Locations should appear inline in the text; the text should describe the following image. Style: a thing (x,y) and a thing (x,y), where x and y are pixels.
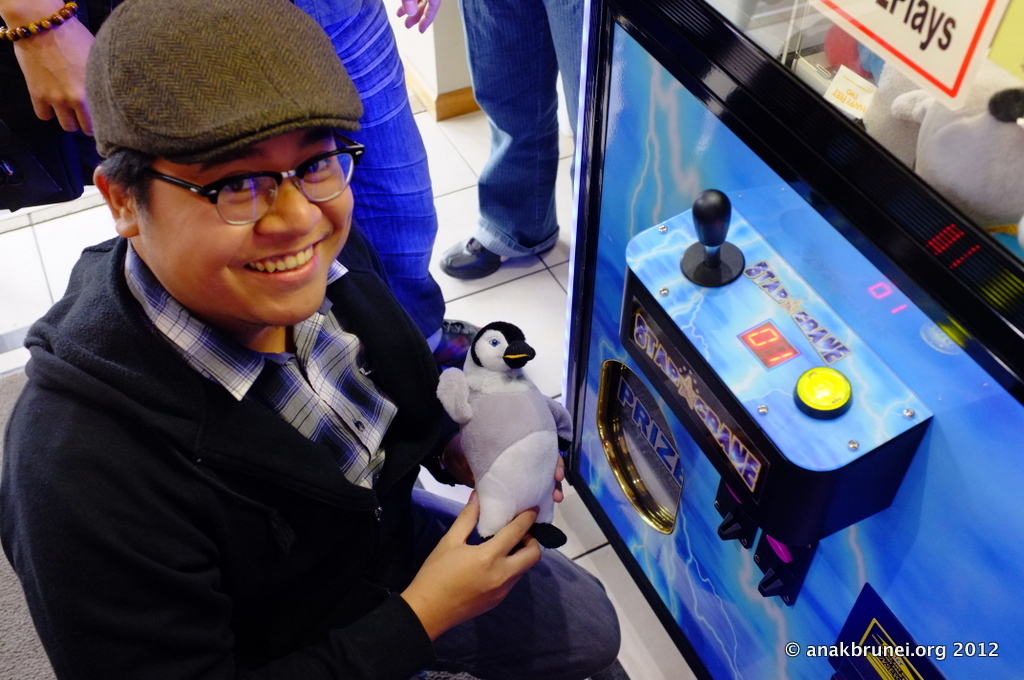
In this image, we can see a man (142,391) crouching and he is holding a toy (511,415), we can see some people (520,103) standing.
